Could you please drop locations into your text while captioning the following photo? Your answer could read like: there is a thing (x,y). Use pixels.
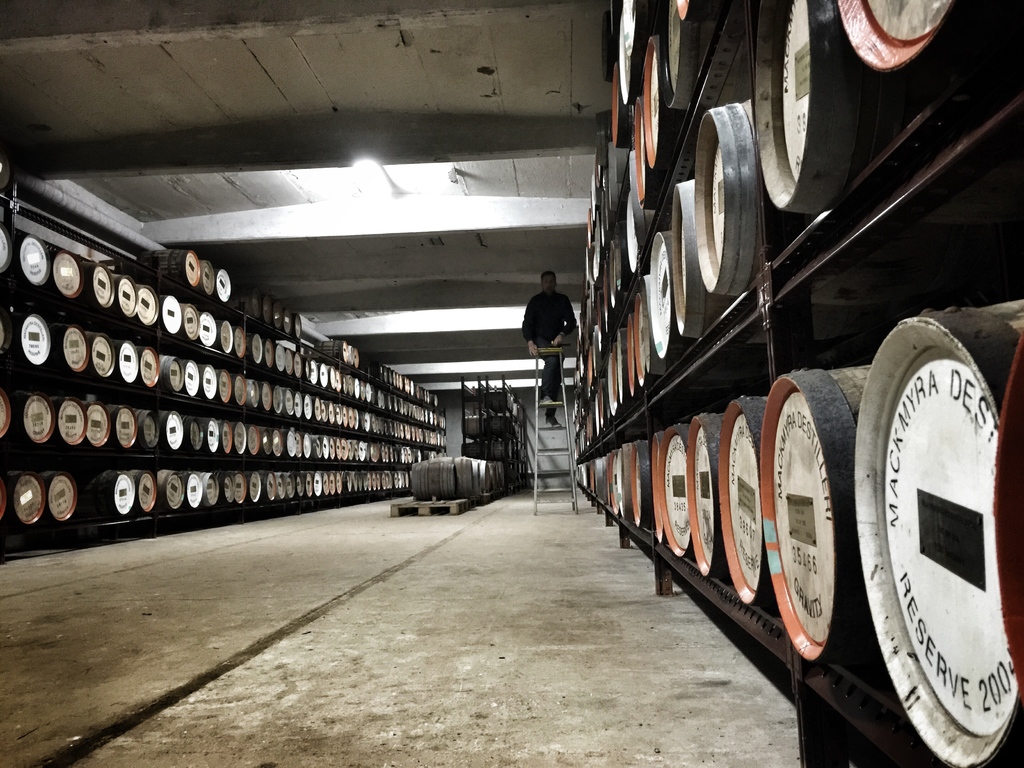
In this image I can see few drums (617,403) in the racks (614,335) and one person (560,388) is on the ladder (556,452). At the top (402,195) I can see the light (365,177) and the ceiling (345,90).
